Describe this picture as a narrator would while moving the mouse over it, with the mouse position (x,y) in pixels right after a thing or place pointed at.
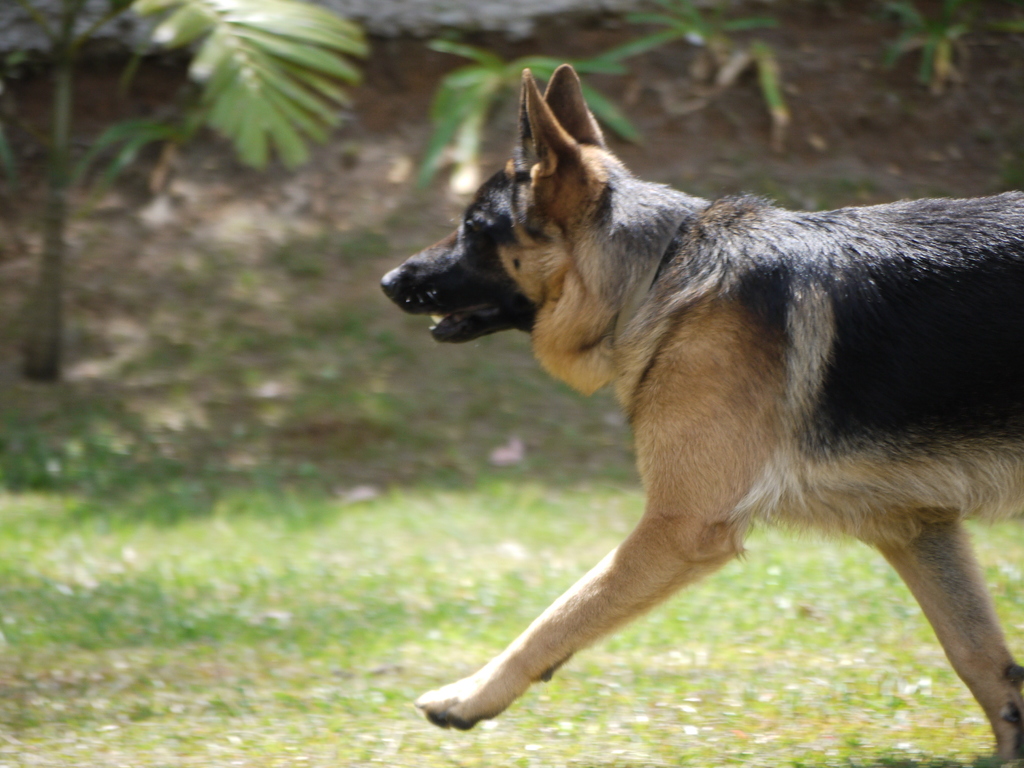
In this image there is a dog (933,479) walking on the grass (604,497) beside that there is a dirt bank (522,380) and trees (44,343).
